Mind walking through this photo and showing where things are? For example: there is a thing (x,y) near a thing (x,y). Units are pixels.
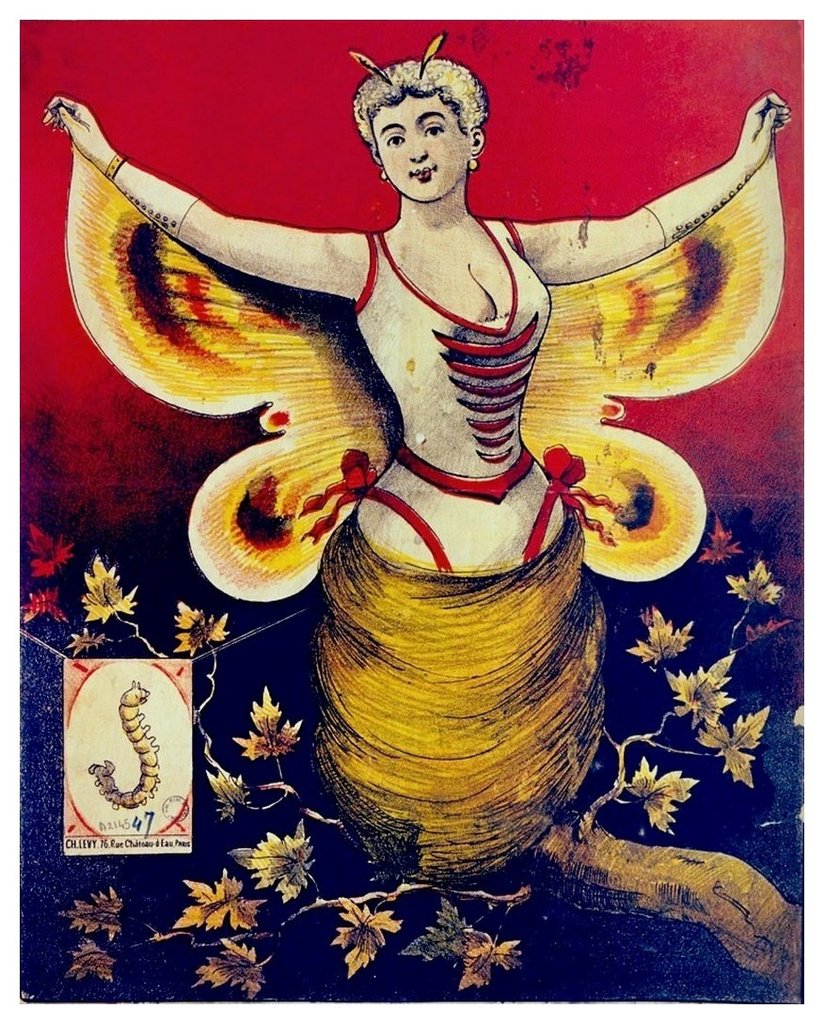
This is a painting. In this image there is a painting of a woman (523,298) with wings (591,403). At the bottom (691,868) there is a tree (682,878) and there is a painting of a caterpillar (121,729) and there is a text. At the back (152,867) there is red and black background (578,946).
